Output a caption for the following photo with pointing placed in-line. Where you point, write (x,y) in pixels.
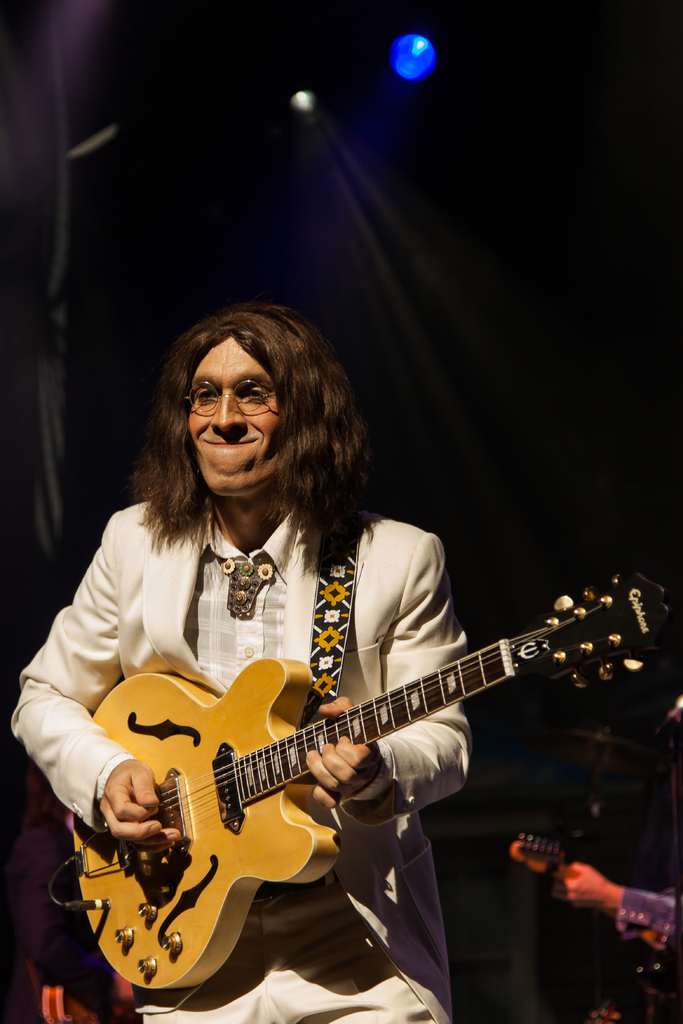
a person (361,850) is standing wearing a white suit (131,635) and playing guitar (119,853). behind him there is another person (652,917) at the right (665,919). at the back (616,434) there is black background (126,275) and on the top (419,60) there is blue light (410,62).
